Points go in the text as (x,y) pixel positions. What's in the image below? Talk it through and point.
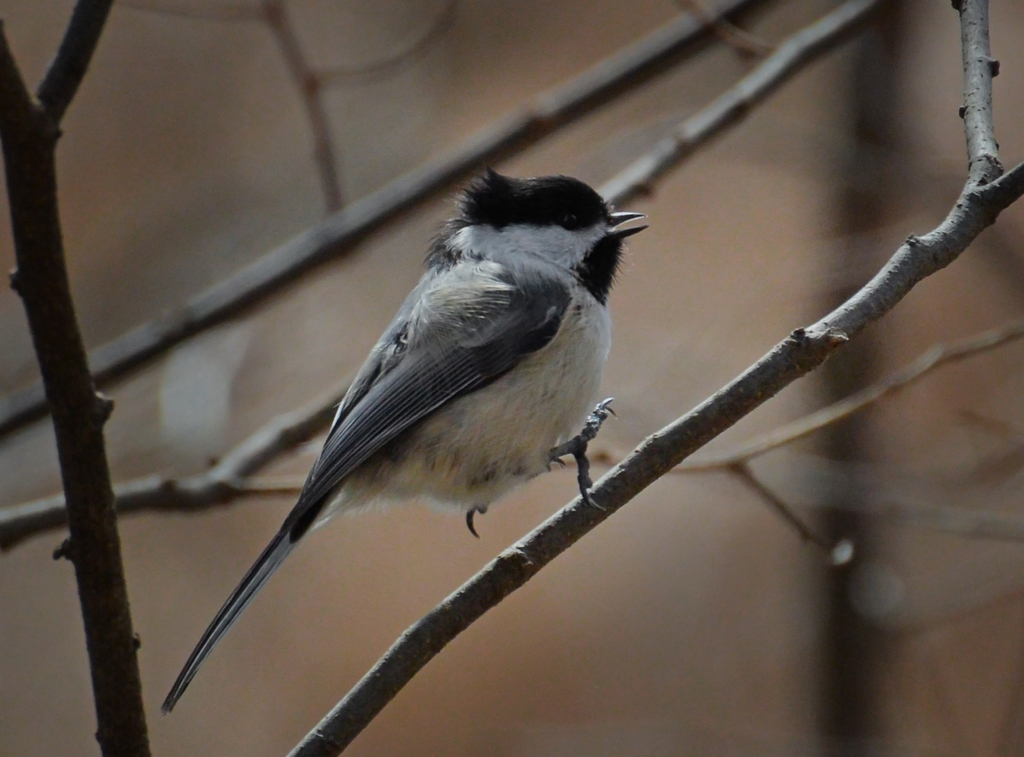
This picture seems to be clicked outside. In the center (552,361) we can see a bird (484,424) on the stem (714,404) and we can see the dry stems (749,454) and some other items (800,596) in the background (576,756).
